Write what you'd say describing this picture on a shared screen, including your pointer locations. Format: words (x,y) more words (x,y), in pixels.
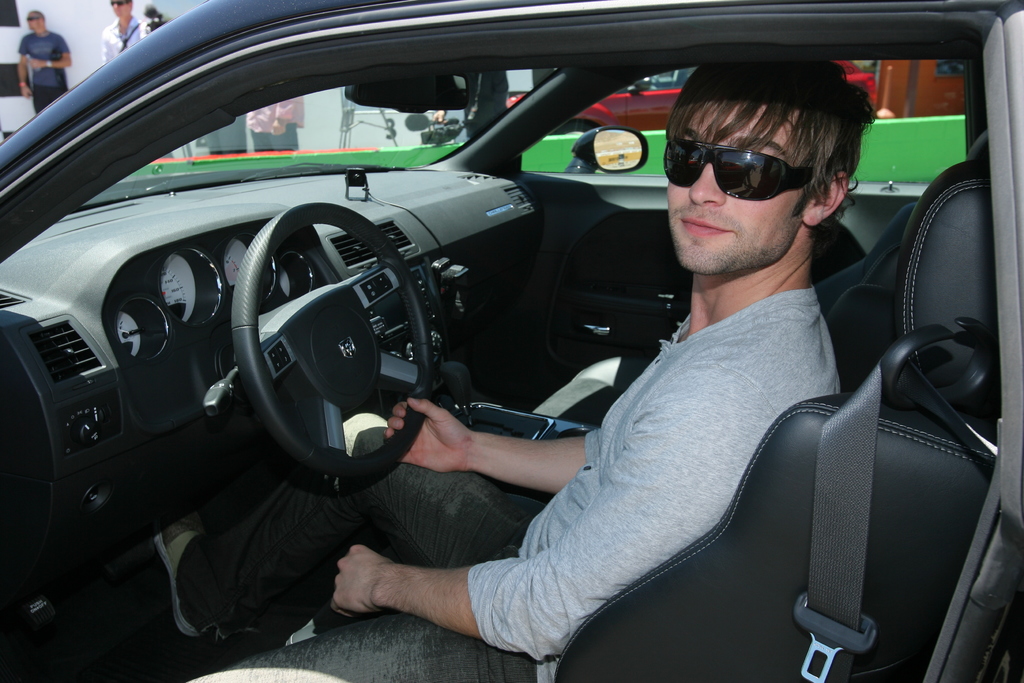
In this picture there is a man (810,293) who is sitting inside the car (753,534). He is holding the steering (276,338). He is wearing goggles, t-shirt (614,458), trouser (310,527) and shoe (183,567). On the top left corner (24,63) we can see group of persons (251,120) standing near to the building (312,107). On the top right (874,93) we can see red color car (875,79) which is near to the green color of divider (901,151).
